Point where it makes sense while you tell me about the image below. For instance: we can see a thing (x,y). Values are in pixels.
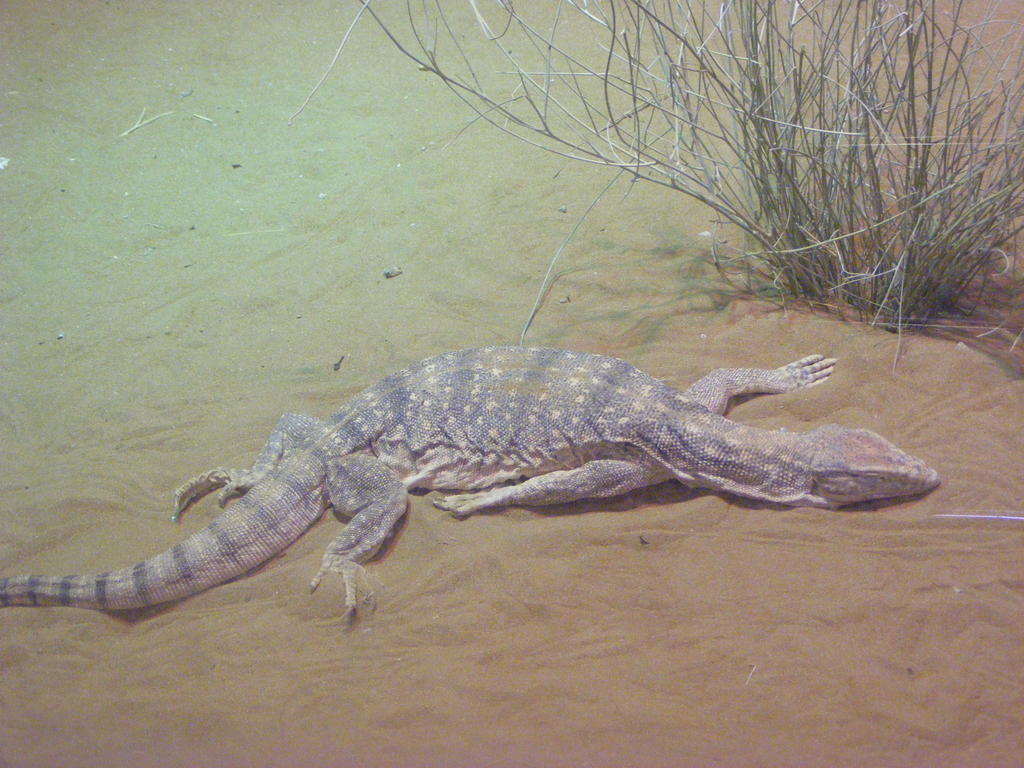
In this image I can see a reptile (184,586) on the sand (693,279). Background (975,165) I can see the grass (749,137) in green color.
